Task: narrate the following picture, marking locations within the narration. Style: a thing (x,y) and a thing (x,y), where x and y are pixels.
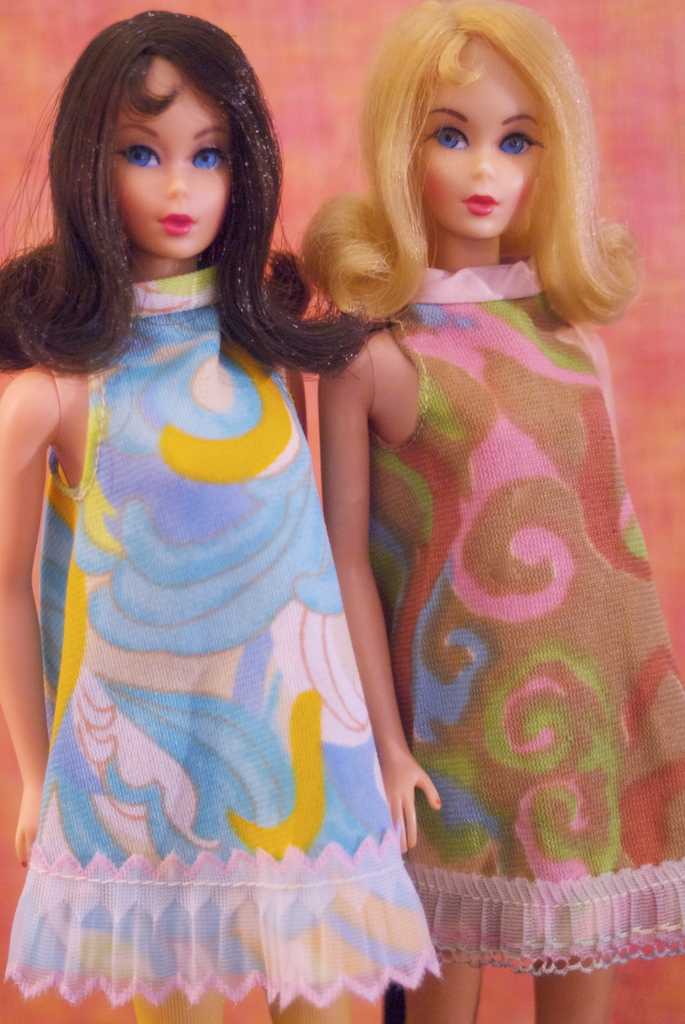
In this picture we can see two dolls (442,419).
